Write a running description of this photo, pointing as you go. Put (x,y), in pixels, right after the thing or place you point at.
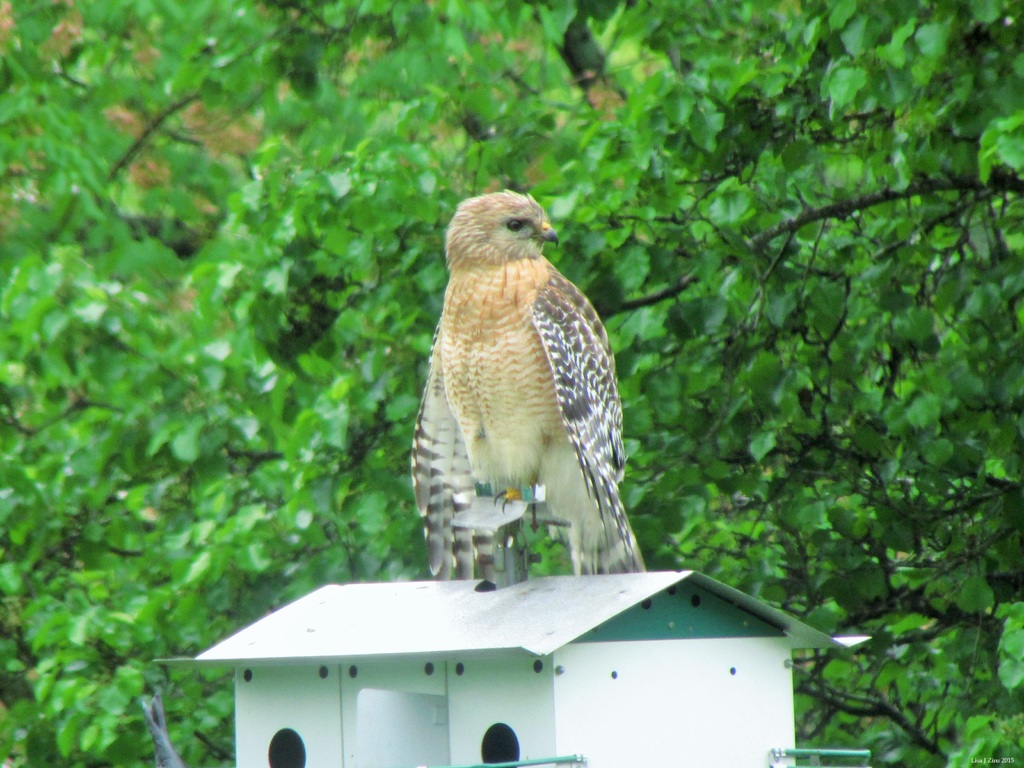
In this image I can see the bird (555,476) on the bird house (255,735). I can see few trees (237,169) in green color and the bird (470,309) is in brown, white and black color.
